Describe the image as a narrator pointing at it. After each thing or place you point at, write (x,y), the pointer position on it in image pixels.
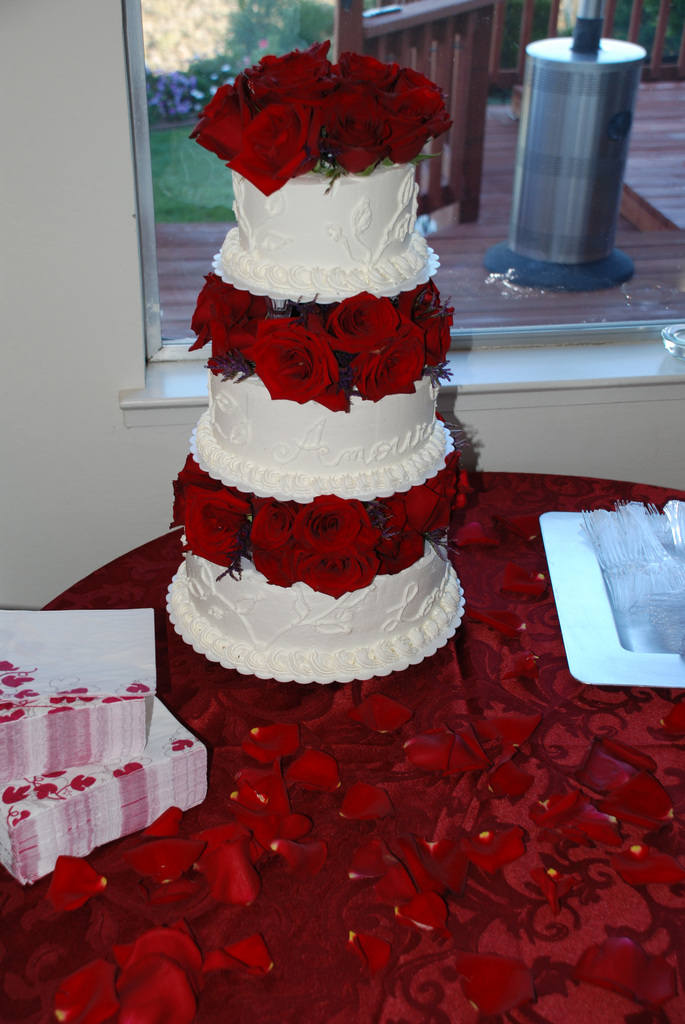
In front of the image there are rose petals (366,713) on the table (20,925). There is a cake (307,596) and a few other objects (50,866). Behind the table (485,652) there is a wall (40,77). There is a glass window (468,274) through which we can see the metal object (566,190), railing (474,169). There are plants (258,44) and flowers (167,84). There is grass (228,182) on the surface (204,174).
